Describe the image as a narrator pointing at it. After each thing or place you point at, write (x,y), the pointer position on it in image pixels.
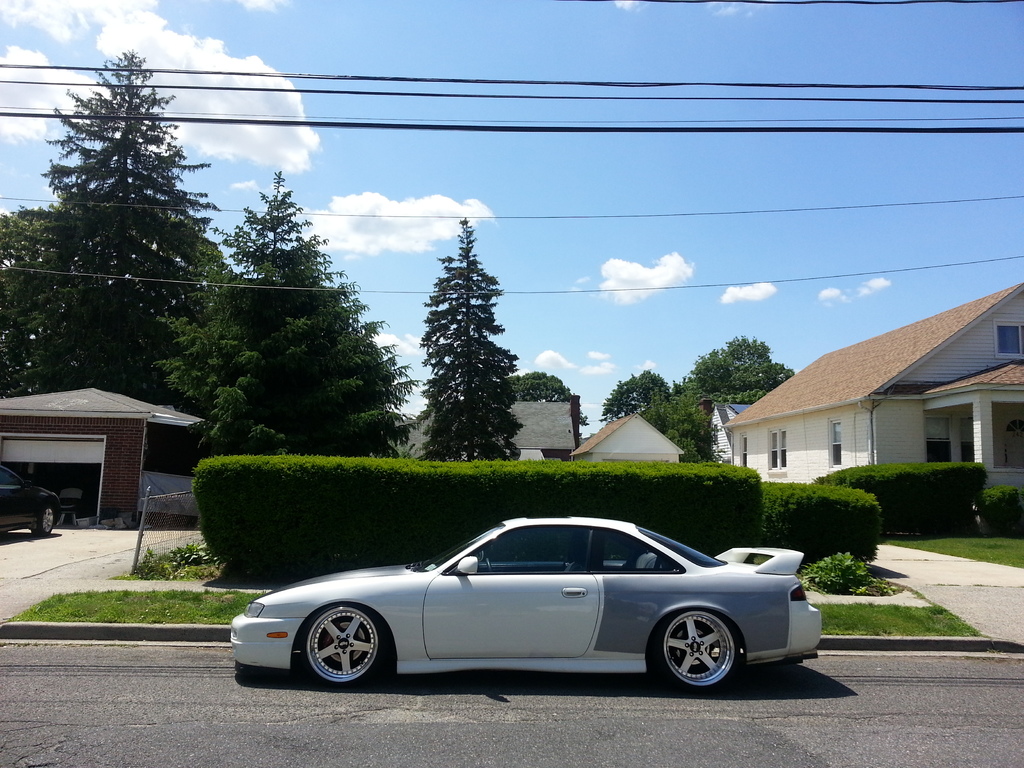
In the center of the image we can see one car (532,635) on the road (483,676). In the background (589,189), we can see the sky (451,180), clouds (460,199), buildings (633,419), windows (936,418), trees (485,375), plants (752,505), grass (173,593), wires (452,96), one car (15,483), fence (191,531) and a few other objects (152,477).
